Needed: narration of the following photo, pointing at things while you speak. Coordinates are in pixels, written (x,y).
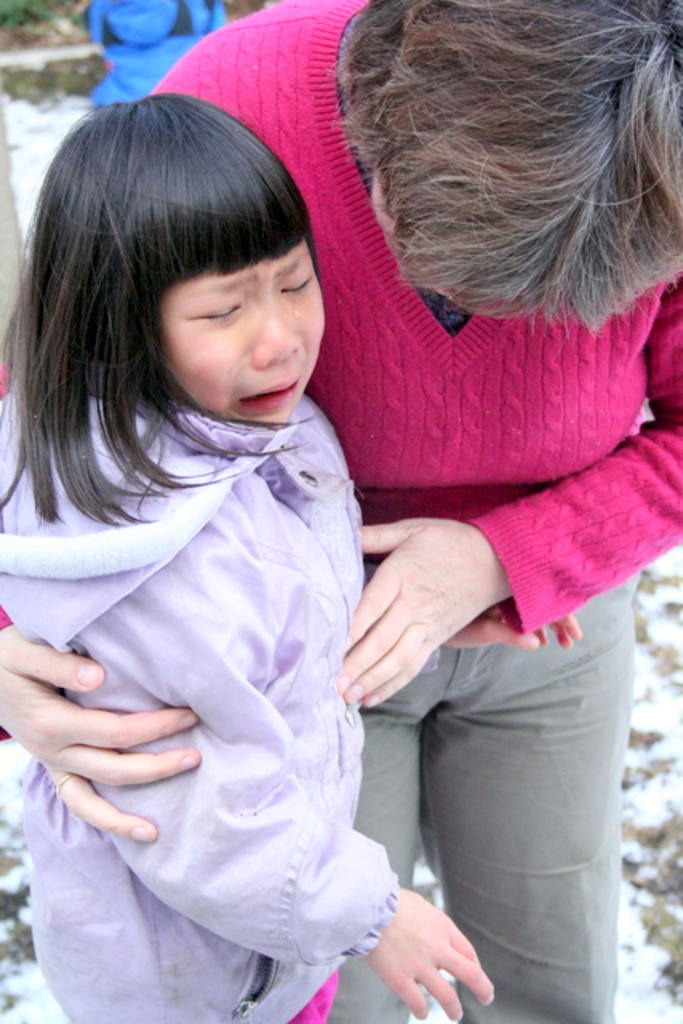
In this image I can see a girl (277,626) crying. She has bangs (221,214) and she is wearing a coat (316,522). Another person (502,336) is standing beside her, wearing a pink sweater (556,500). It looks like snow (647,962) on the floor (677,803).
